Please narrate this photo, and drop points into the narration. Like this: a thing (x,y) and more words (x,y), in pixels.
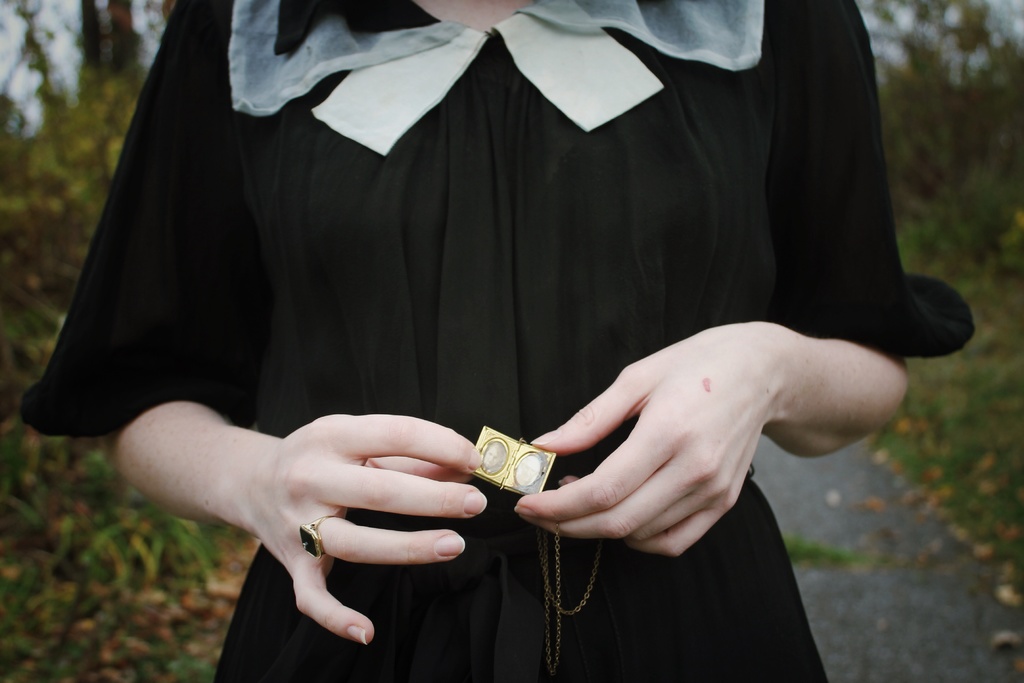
In this picture we can observe a woman (588,675) holding a locket (507,478) in her hands (458,448). She is wearing black color dress (475,319). In the background (77,247) we can observe some plants (121,582) and trees (915,72).
